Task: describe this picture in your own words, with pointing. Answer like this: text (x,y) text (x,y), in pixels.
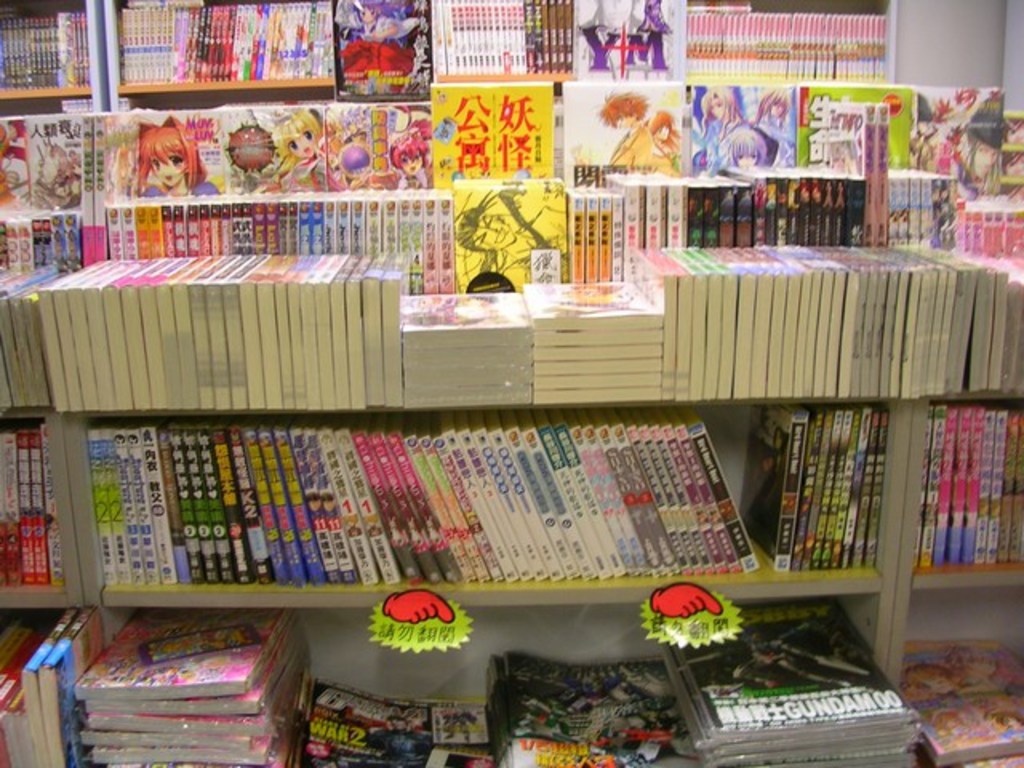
In this image we can see different types of books (675,338) are arranged in racks (894,607).
